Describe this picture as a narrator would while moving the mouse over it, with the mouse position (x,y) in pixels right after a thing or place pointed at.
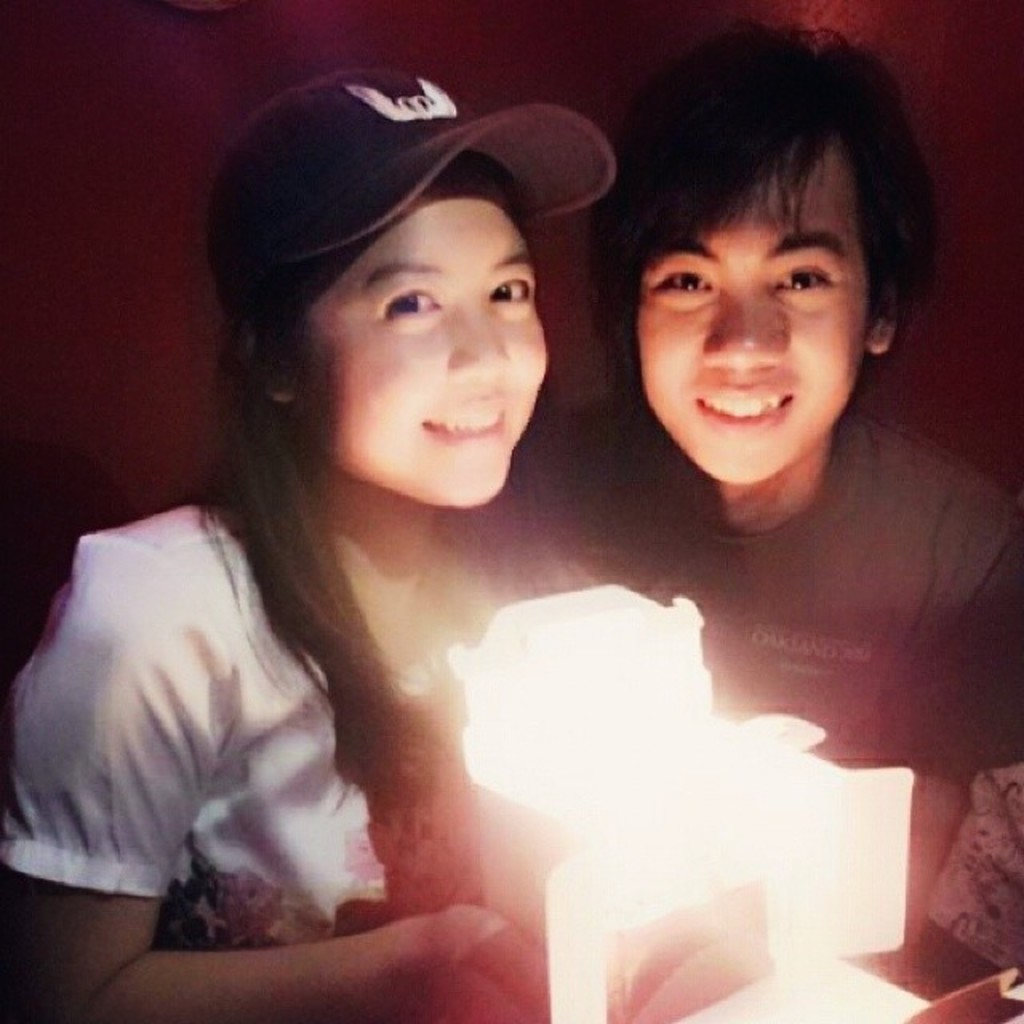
In the center of the picture (485,408) there is a man (774,329) and a woman (389,565), they are holding an object (645,785) which is emitting light (612,647). Behind them it is wall (962,64).
